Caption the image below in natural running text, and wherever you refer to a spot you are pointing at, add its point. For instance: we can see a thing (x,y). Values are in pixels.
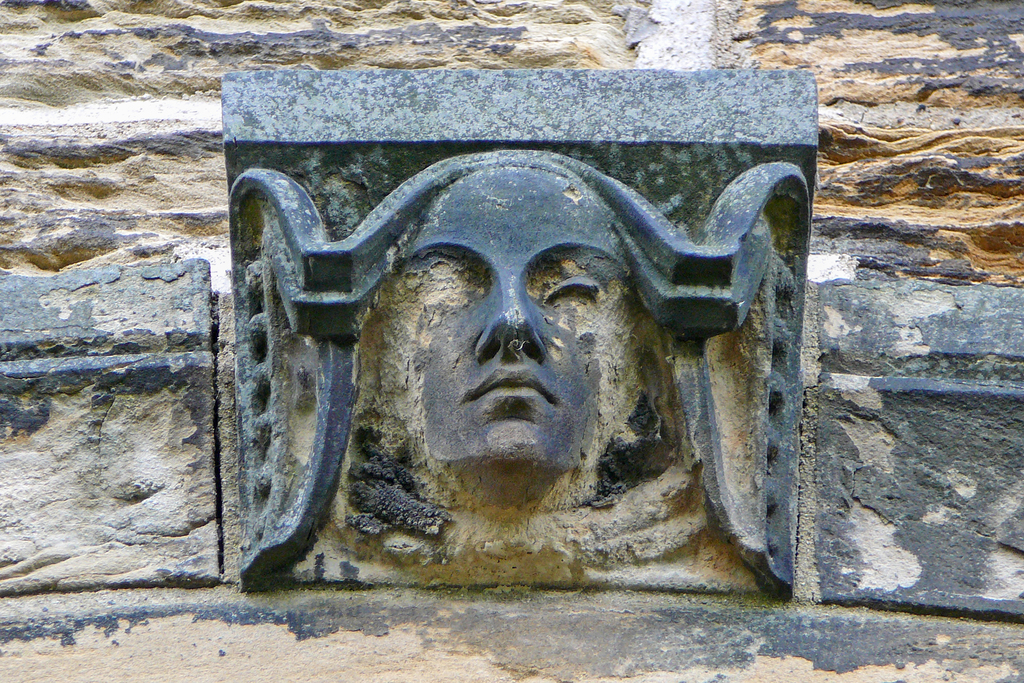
It's a statue (526,317) of a human (520,416) shaped.
